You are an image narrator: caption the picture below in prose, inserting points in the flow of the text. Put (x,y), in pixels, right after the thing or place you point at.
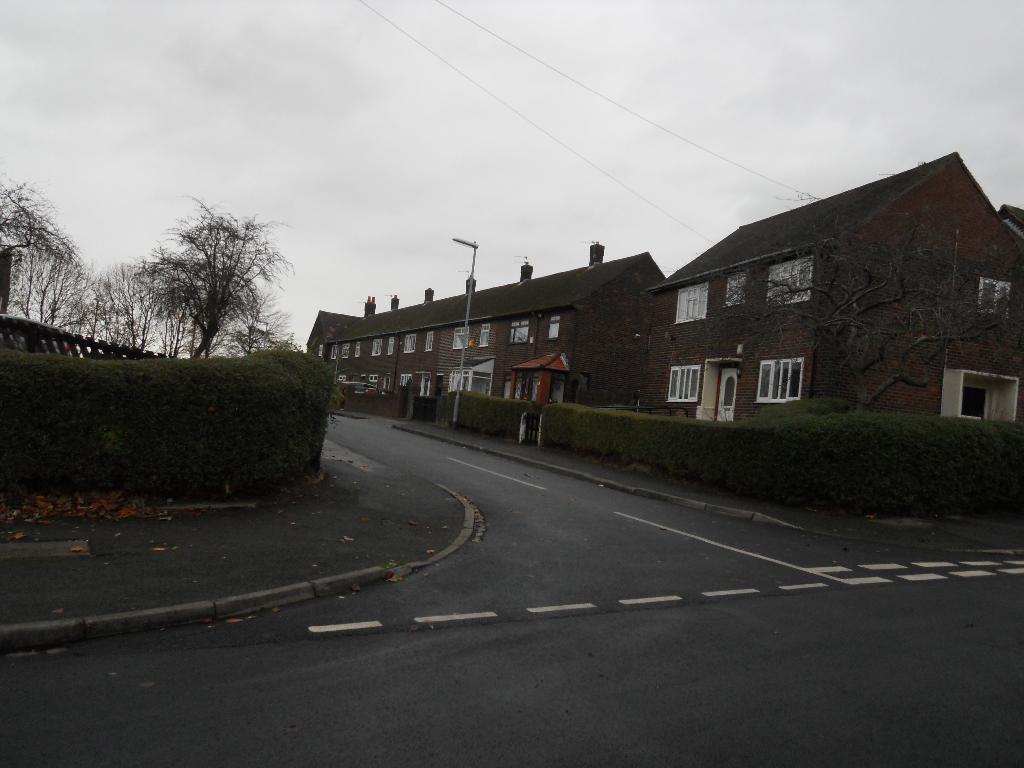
This picture is clicked outside. In the foreground (756,586) we can see the road (554,605) and a sidewalk (445,531) and we can see the shrubs (754,462) and houses (697,327) and we can see the windows (517,332) of the houses (605,336). In the background (387,162) we can see the sky (496,107), cables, trees (49,276) and a light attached to the pole (458,408).
